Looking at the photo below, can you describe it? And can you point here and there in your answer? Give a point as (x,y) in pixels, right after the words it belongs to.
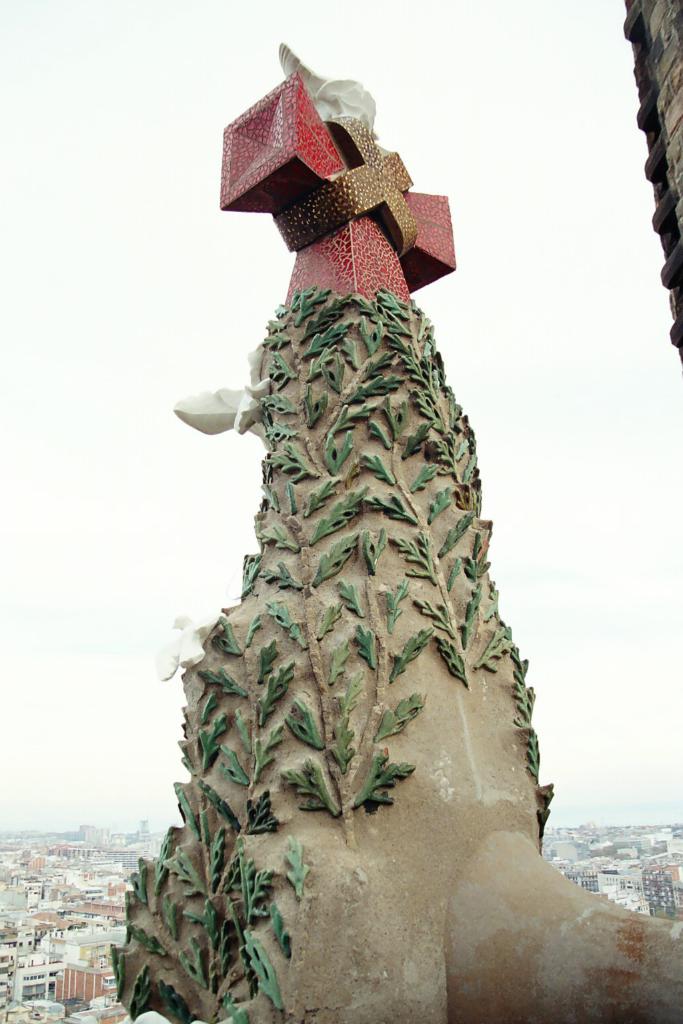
In this image there is a sculpture (327,341), in the background (61,935) there are buildings (64,860) and the sky (478,407).
